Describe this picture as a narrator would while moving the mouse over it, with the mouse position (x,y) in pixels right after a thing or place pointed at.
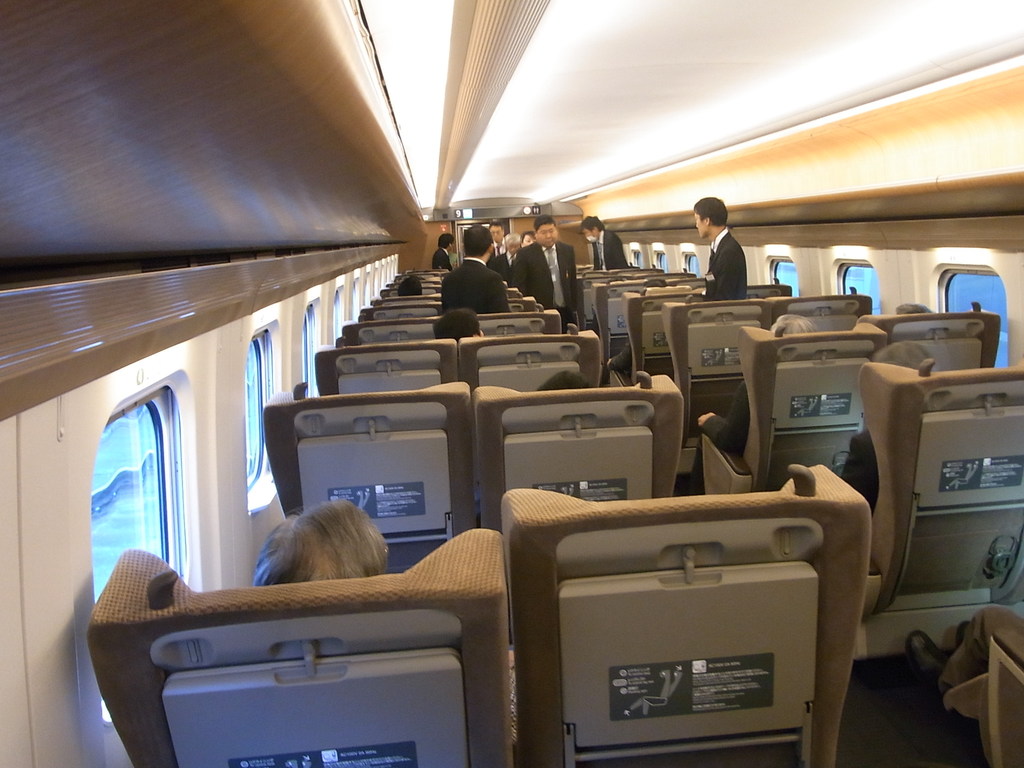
The image is taken in an train (381,354). In the center of the picture (525,356) there are seats (660,305) and in the background (537,244) towards center (487,262) there are people (539,256) standing. On the left (295,559) there is a person (295,559) sitting in seat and there are windows (116,437). On the right (967,318) there are people (914,344) sitting in seats (908,323) and there are windows (1006,311). At the top (491,160) it is light (491,160).
